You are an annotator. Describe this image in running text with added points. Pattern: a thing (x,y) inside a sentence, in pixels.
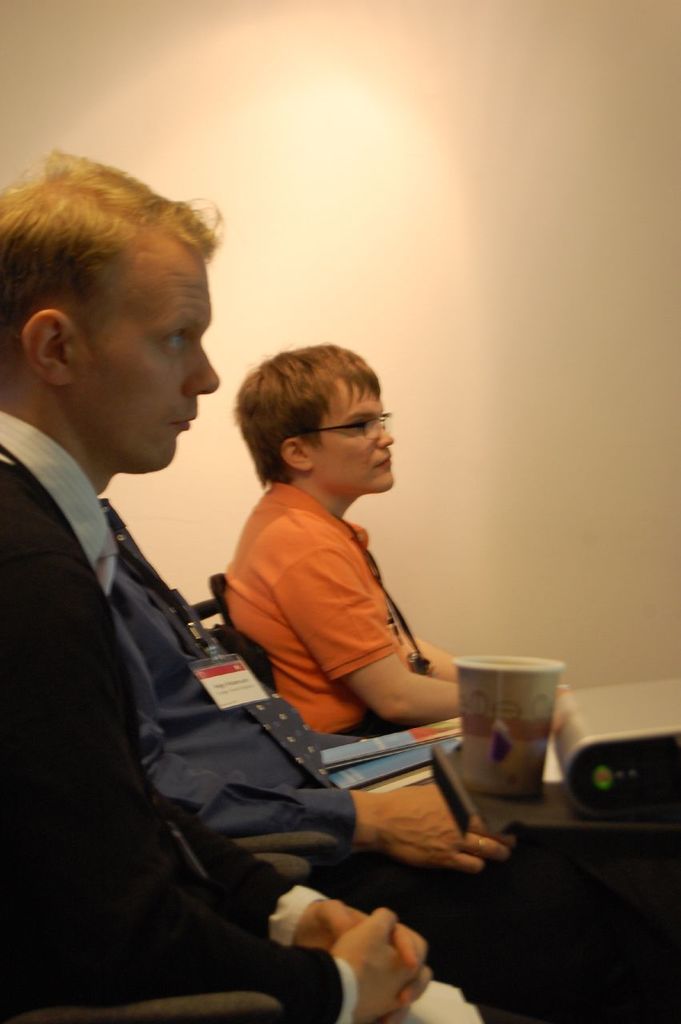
There are three people (310,715) sitting in the chairs (238,1014). I can see a glass (499,750) and an object (584,768), which is placed on a tray (526,806). I think this is a book (388,768). In the background (234,399), that looks like a wall (499,258).
